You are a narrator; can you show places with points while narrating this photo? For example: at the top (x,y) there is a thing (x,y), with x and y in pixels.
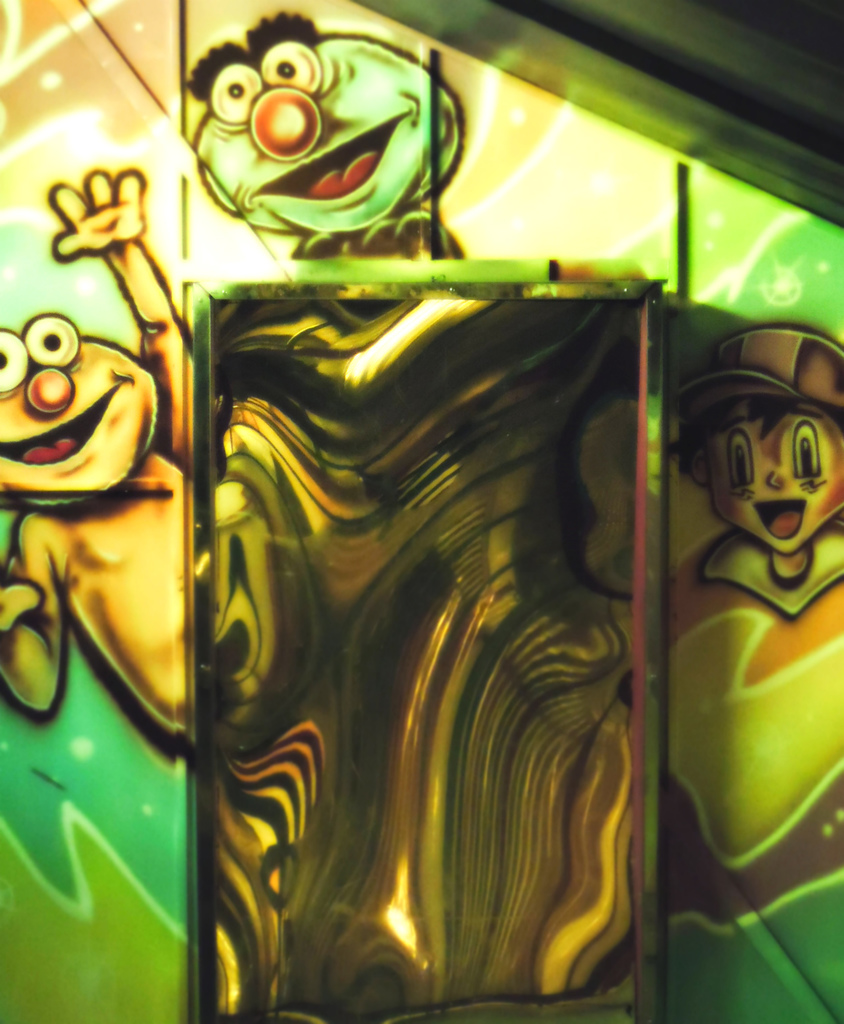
In this image I can see painting (109,459) of cartoon characters (164,477) on a surface (395,810).
